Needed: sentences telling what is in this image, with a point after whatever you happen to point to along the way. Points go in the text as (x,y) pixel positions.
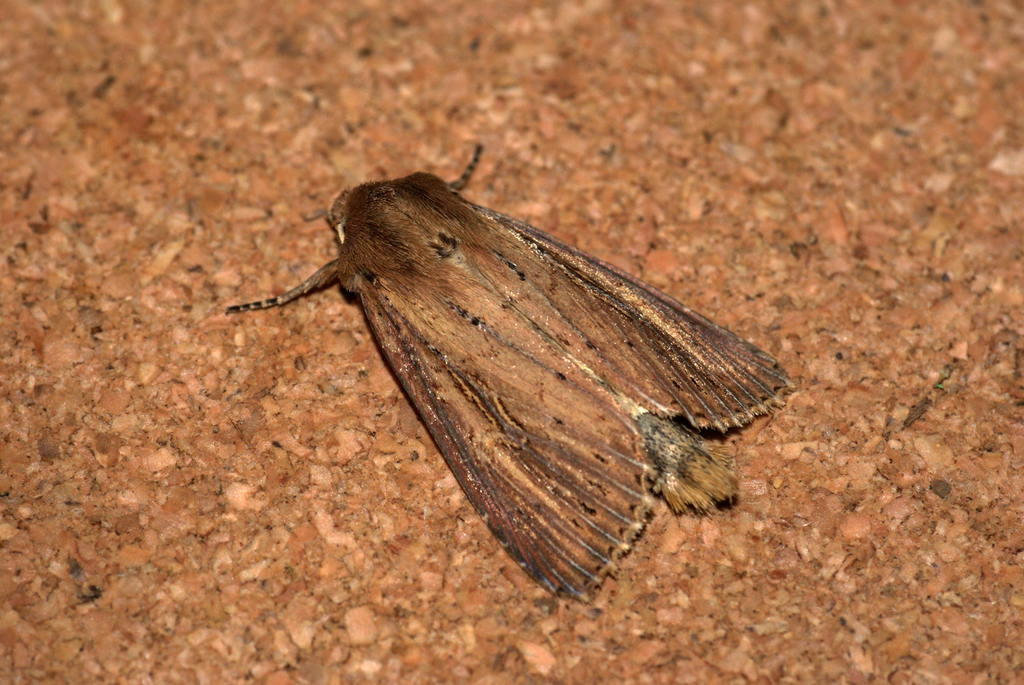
In this picture we can see an insect (466,400) on an object (470,527).
